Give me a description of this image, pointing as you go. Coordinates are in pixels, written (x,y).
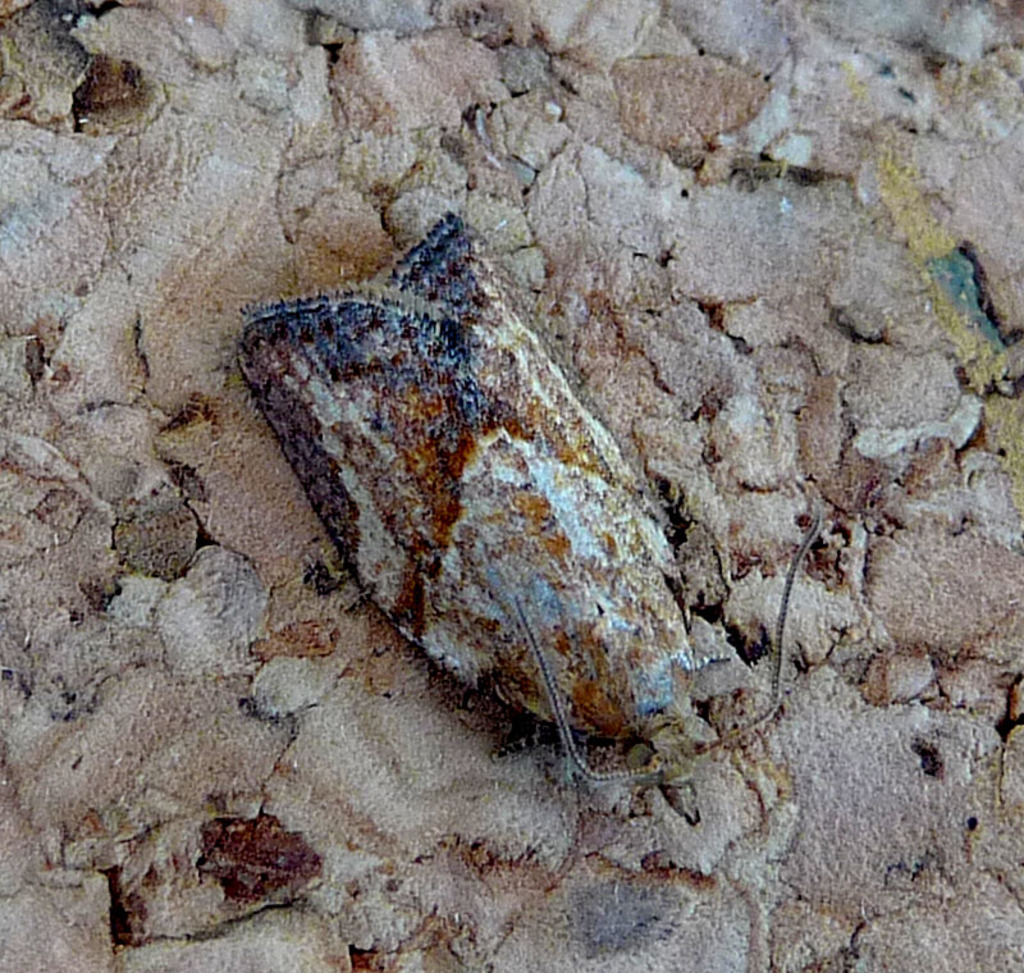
In this image I can see an insect (351,352) on the ground (712,654).
